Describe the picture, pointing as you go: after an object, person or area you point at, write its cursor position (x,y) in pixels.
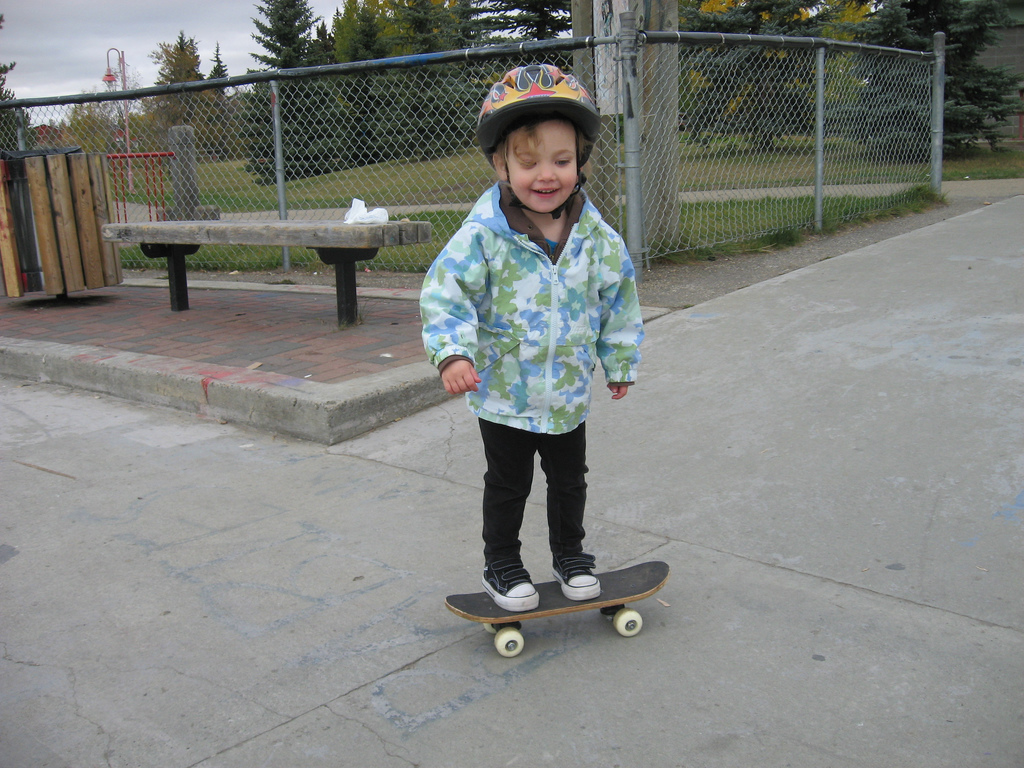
This is a picture near a playground (736,619). In the center of the picture (510,484) there is a kid (500,447) on the skateboard (485,605). In the background (279,110) there is a fencing (447,81) and trees (378,22). Sky (60,40) is cloudy. On the left (224,395) there is a pavement (168,324) and a bench (244,231).
